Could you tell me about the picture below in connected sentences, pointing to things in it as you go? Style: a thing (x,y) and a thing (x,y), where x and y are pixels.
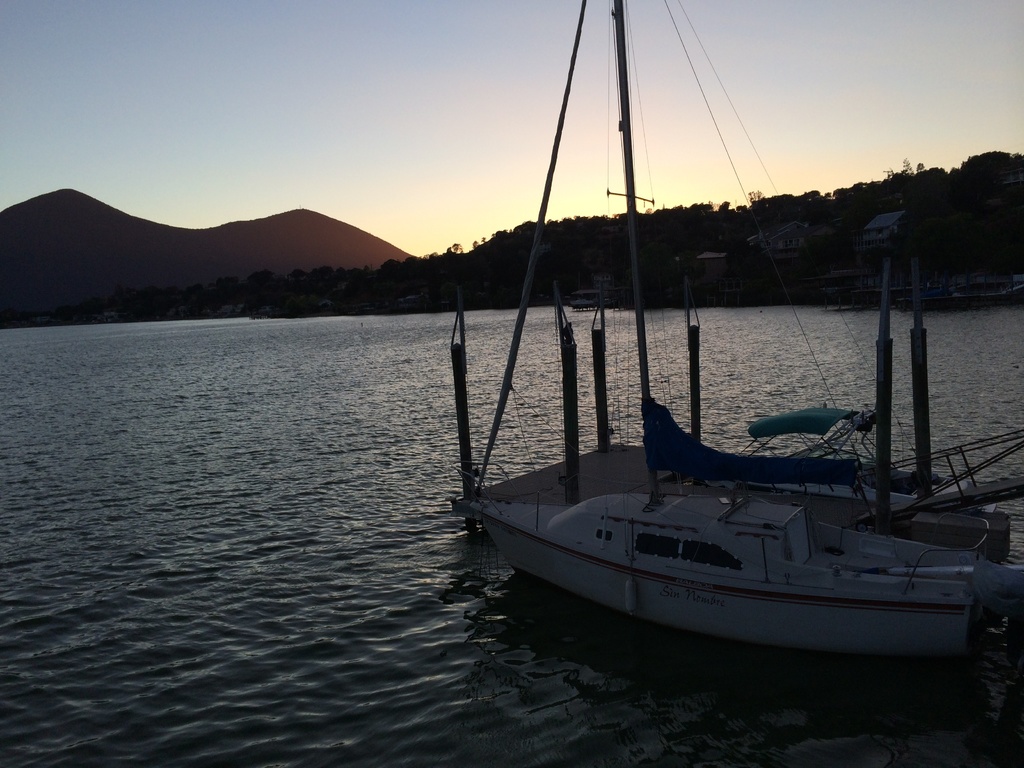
This image consists of a boat (851,605) in white color. At the bottom (346,630), there is water (363,484). In the background (112,264), there are plants (706,249) and mountains (355,249). At the top (474,113), there is sky (447,60).
